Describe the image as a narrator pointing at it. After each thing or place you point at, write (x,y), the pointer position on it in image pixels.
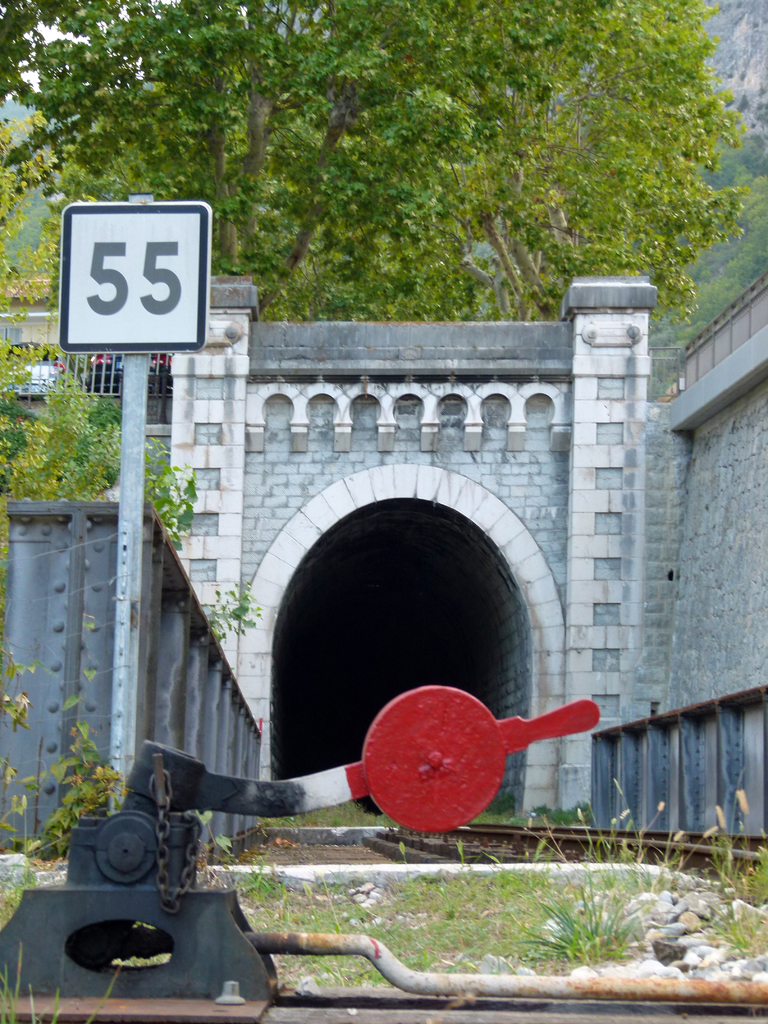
This image is taken outdoors. At the bottom of the image (170,898) there is a railway switch lever (227,806) and there is a ground (558,921) with grass (583,943) and pebbles (652,913) on it. At the top of the image (317,112) there is a tree (322,147). On the left side of the image (72,331) there is a board (120,336). In the middle of the image (345,444) there is a tunnel (432,462) with walls (582,500).
